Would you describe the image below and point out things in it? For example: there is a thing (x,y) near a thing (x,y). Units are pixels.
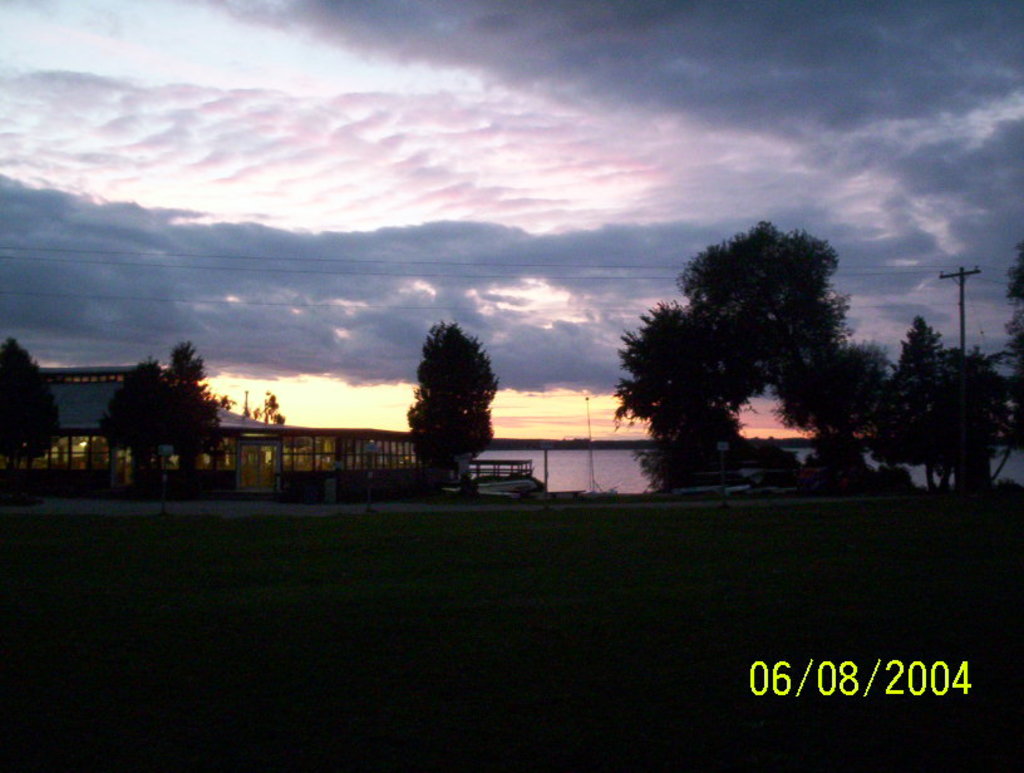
In the picture I can see trees (656,486), buildings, poles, which has wires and the sky (302,333) in the background (348,277). This image is little bit dark. On the right side of the image (925,681) I can see a watermark (923,681).
